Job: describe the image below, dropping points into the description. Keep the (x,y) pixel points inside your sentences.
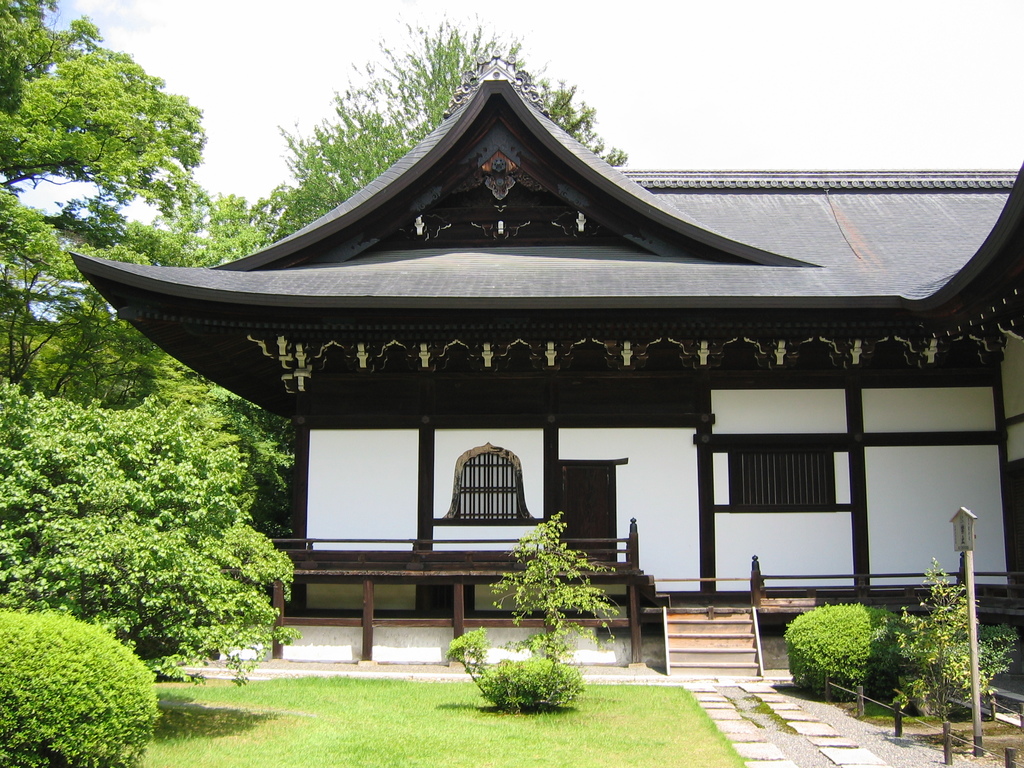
On the left side (114,744), there are plants (128,722), trees (113,502) and grass (583,744) on the ground (638,681). On the right side (775,689), there is a path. Beside this path (904,761), there are plants (946,601) and a pole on the ground (998,729). In the background (730,511), there is a building (408,196) having roof (402,184) and windows (824,474) and there are clouds (732,71) in the sky (510,10).
